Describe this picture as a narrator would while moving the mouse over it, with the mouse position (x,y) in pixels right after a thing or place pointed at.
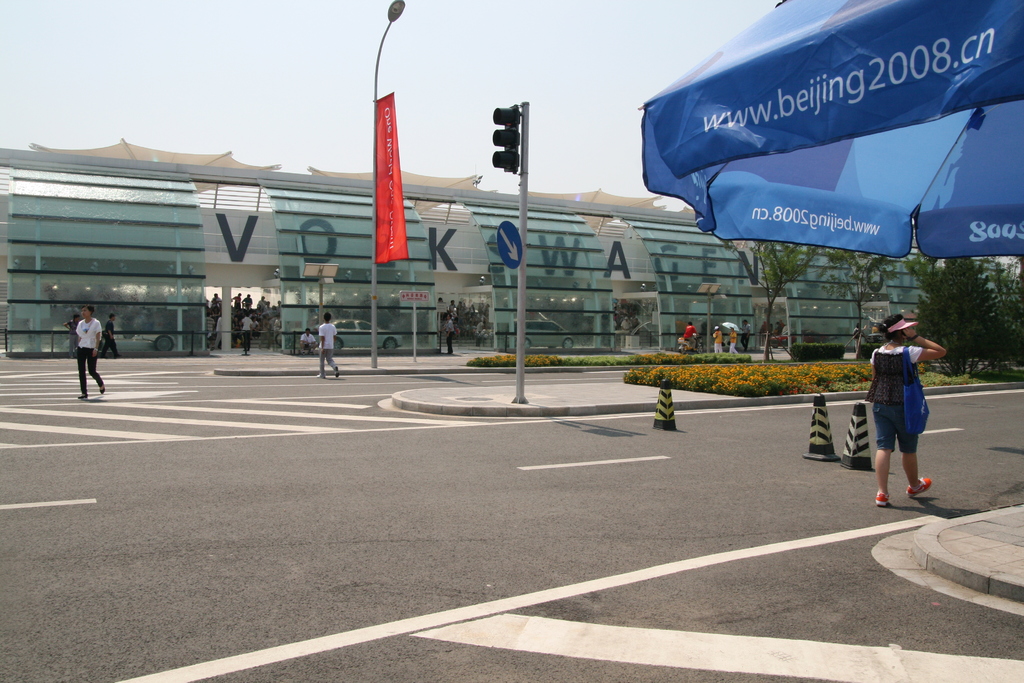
In the picture we can see a road surface (494,647) on it, we can see a zebra crossing (254,411) and some white stripes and some people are walking on it and we can see some path (454,400) in the middle of the road (563,442) with some pole (523,366) and traffic light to it and in the background (57,351) we can see a building (453,298) with glasses (660,298) and some people (306,338) are standing inside it and behind it we can see a sky (314,162).
